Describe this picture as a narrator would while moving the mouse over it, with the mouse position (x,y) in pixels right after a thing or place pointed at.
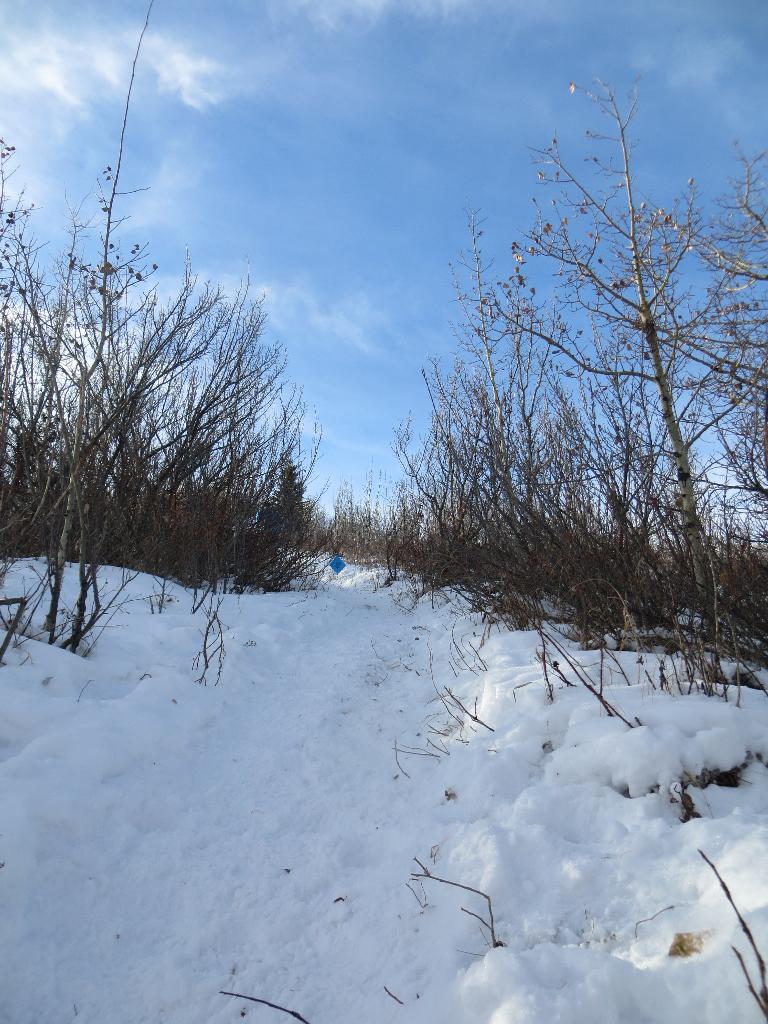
At the bottom of the image (266,790) on the ground (365,823) there is snow (247,724). And also there are plants (635,270) without leaves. In the background (359,248) there is sky (390,244).
